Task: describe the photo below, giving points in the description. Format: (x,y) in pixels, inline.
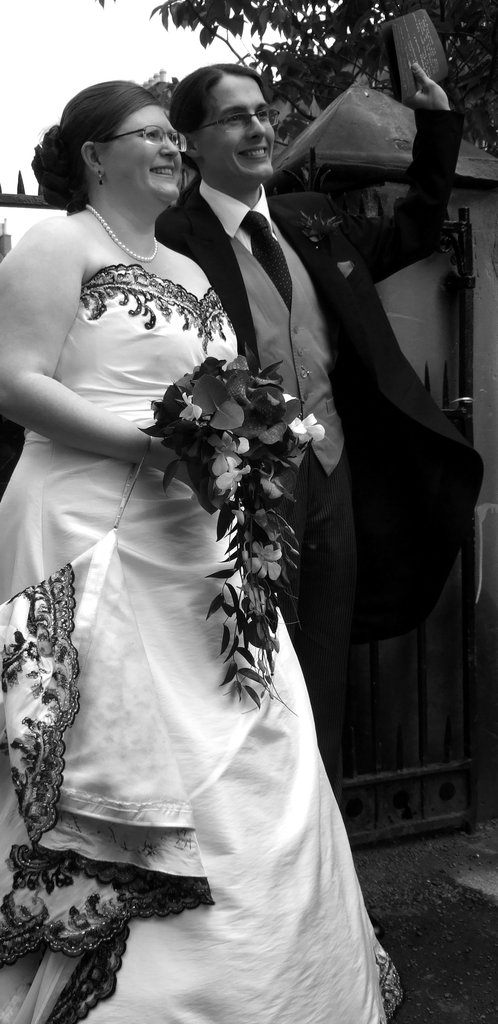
In this image I can see there are persons (210,256) standing and holding a card (440,52) and flowers (266,451). And at the back (397,315) there is a gate (464,229) in the wall (374,125). And there is a tree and a sky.
